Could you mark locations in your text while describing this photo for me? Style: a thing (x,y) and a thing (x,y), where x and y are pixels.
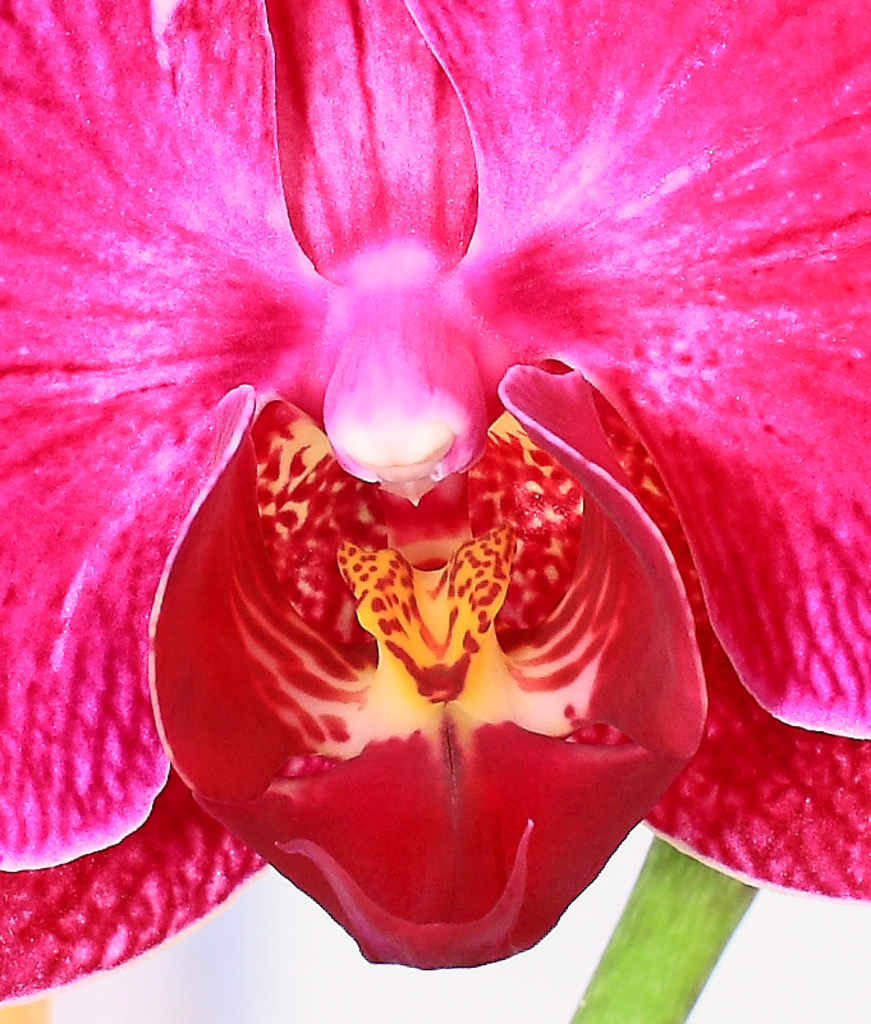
In this image, we can see a flower (440,569) and stem (686,965). At the bottom (306,1013), we can see white color.
